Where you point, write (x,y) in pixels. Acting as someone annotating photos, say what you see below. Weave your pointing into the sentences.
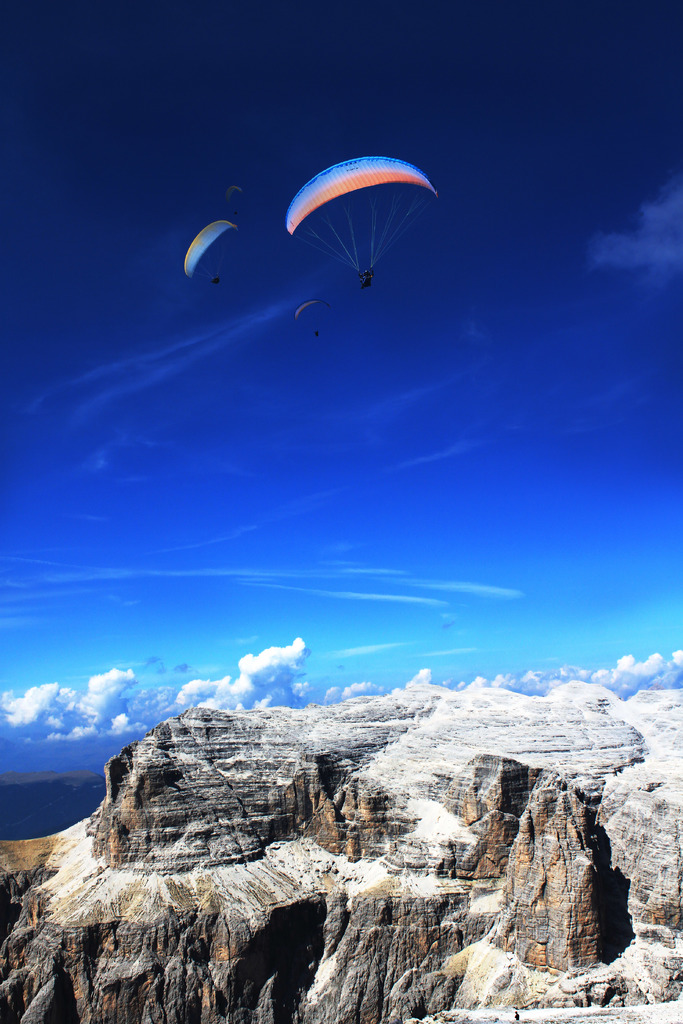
In the image there are several parachutes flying in the air (319,485) and there is a big hill (261,878) below the parachutes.
